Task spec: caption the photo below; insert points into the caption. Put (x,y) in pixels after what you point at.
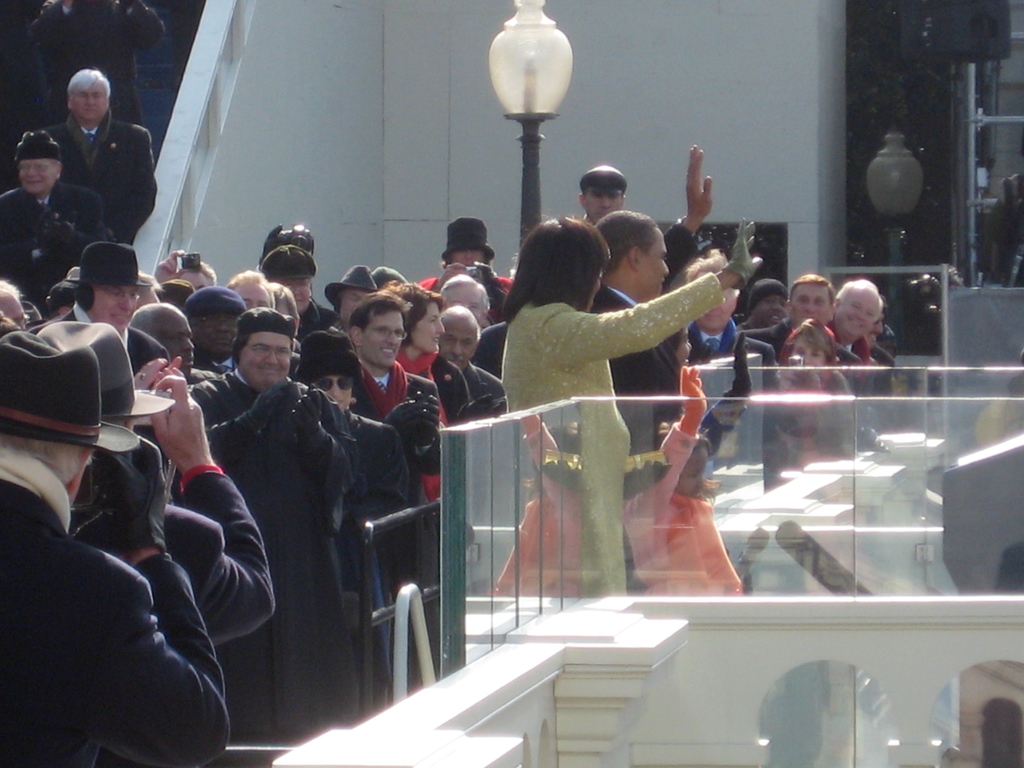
In this image we can see the people (412,374) standing. We can also see the light pole (503,81), wall (555,173), window (888,104) and also the railing (723,593) with the glass (760,555).
